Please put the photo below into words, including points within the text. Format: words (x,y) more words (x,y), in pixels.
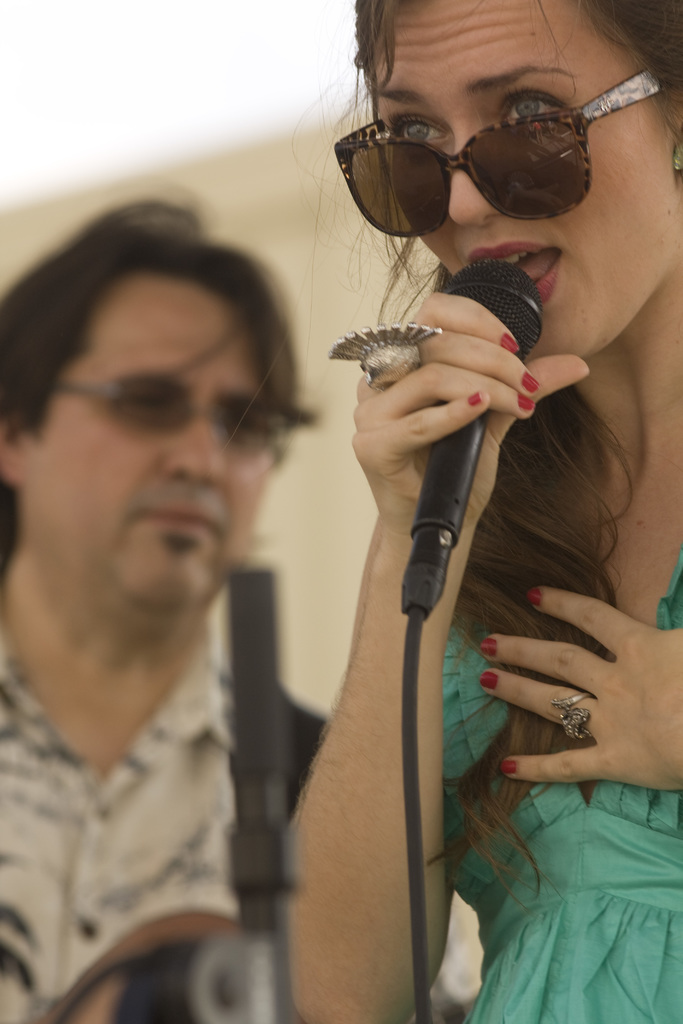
In this picture we can see a woman (312,976) who is holding a mike (417,537) with her hand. She has goggles (375,198). Here we can see a man (22,368).
